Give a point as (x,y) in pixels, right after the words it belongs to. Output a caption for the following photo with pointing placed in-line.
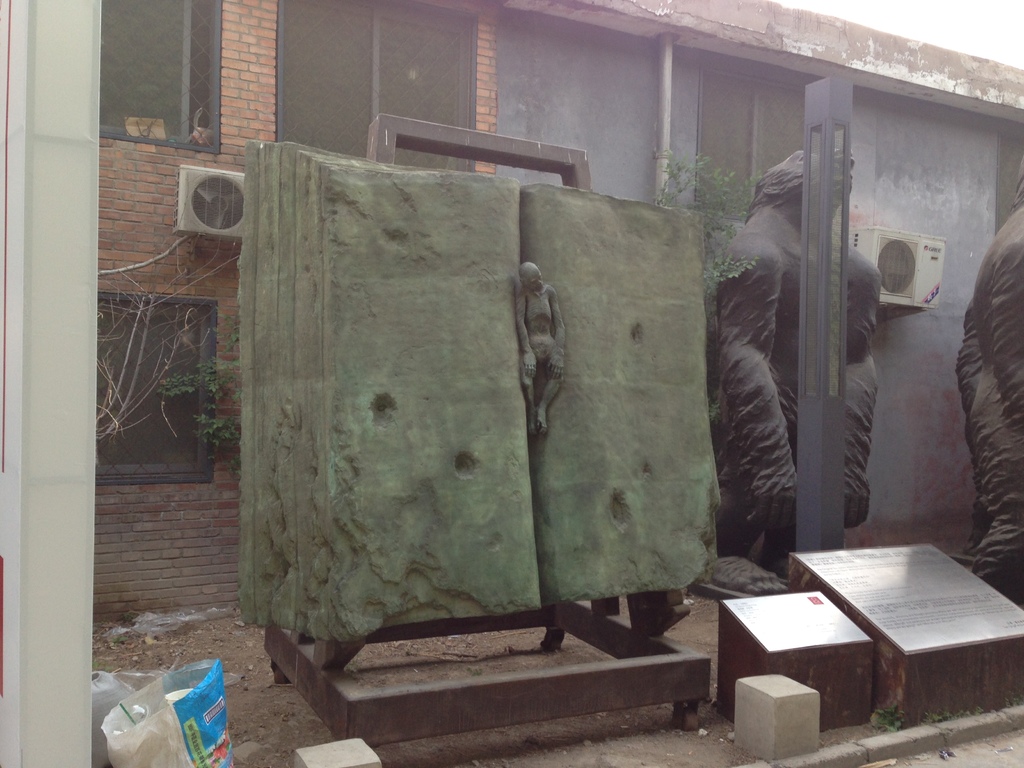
In this picture we can see there is a sculpture (539,314) in between the two rocks (513,314). On the right side of the image (812,215), there are sculptures (799,298) and a pole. Behind the rocks (694,548), there are plants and there is a building (232,147) with windows (409,161). In the bottom left corner of the image (144,751), there is a sack (107,743), a pole (88,762) and an object (112,706).
